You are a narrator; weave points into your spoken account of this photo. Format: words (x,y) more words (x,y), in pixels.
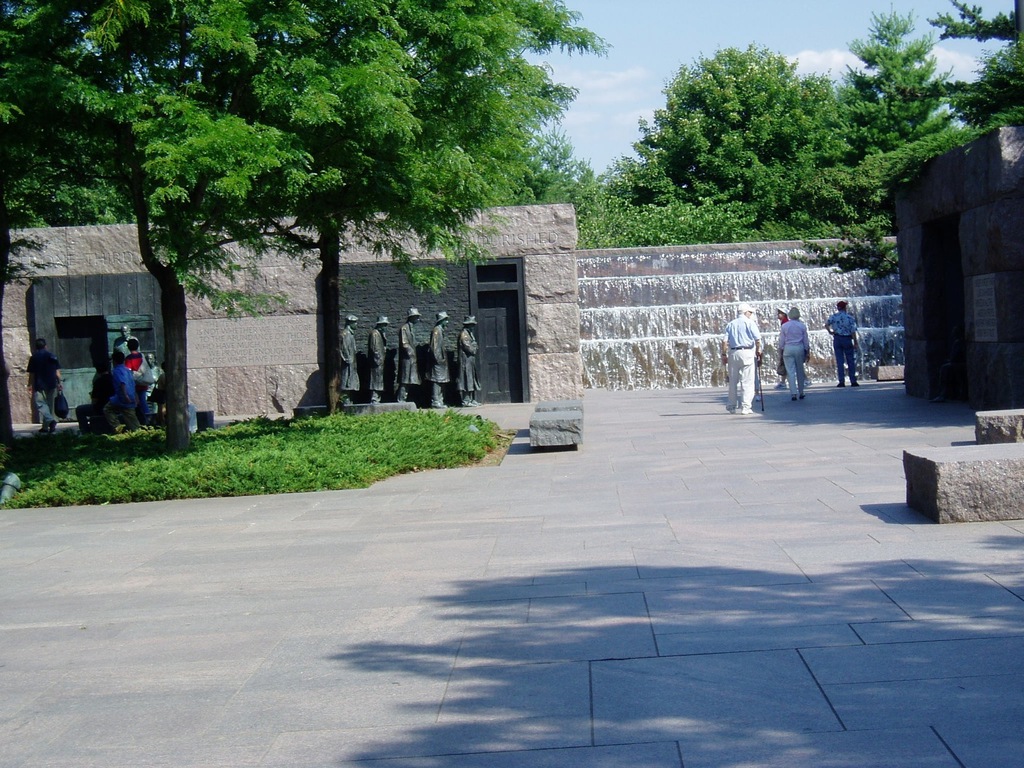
There are people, statues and walls (276,360) in the foreground area of the image (565,344), it seems like waterfalls (666,271), trees (630,237) and the sky (740,46) in the background (589,375).
